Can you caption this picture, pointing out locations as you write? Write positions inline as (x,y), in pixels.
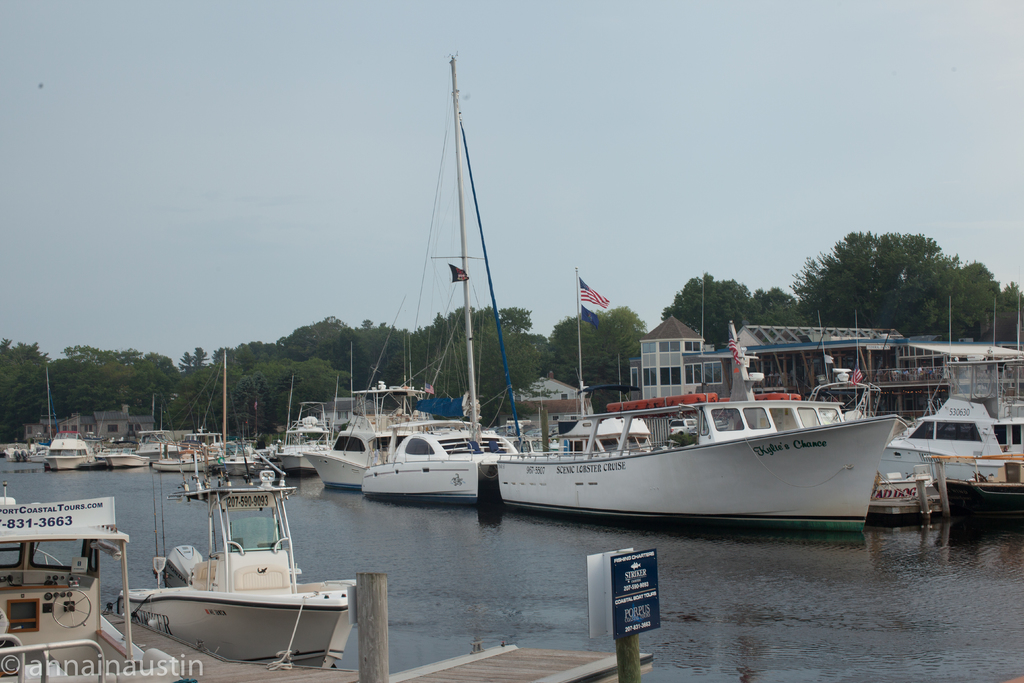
In this image I can see water (560,625) and on it I can see number of boats (49,399). In the background (508,312) I can see number of trees (530,358), the sky (406,263) and few flags (601,308). On the bottom side of this image (17,523) I can see few boards (605,616) and on it I can see something is written.
